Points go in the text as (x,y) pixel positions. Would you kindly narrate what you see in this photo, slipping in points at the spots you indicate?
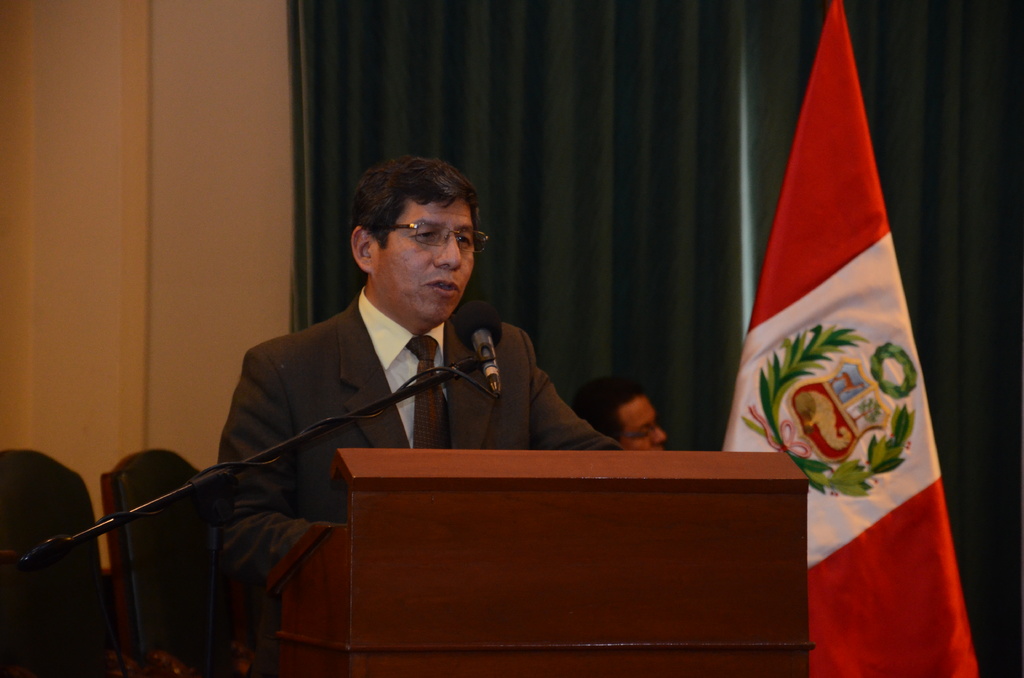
In this image I can see a podium (599,457), flag (872,296), mike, person (408,243) standing in front of podium (371,552), backside of person (407,230) I can see the wall (20,163), curtain (574,171), person (605,414) chairs (15,454) visible.
